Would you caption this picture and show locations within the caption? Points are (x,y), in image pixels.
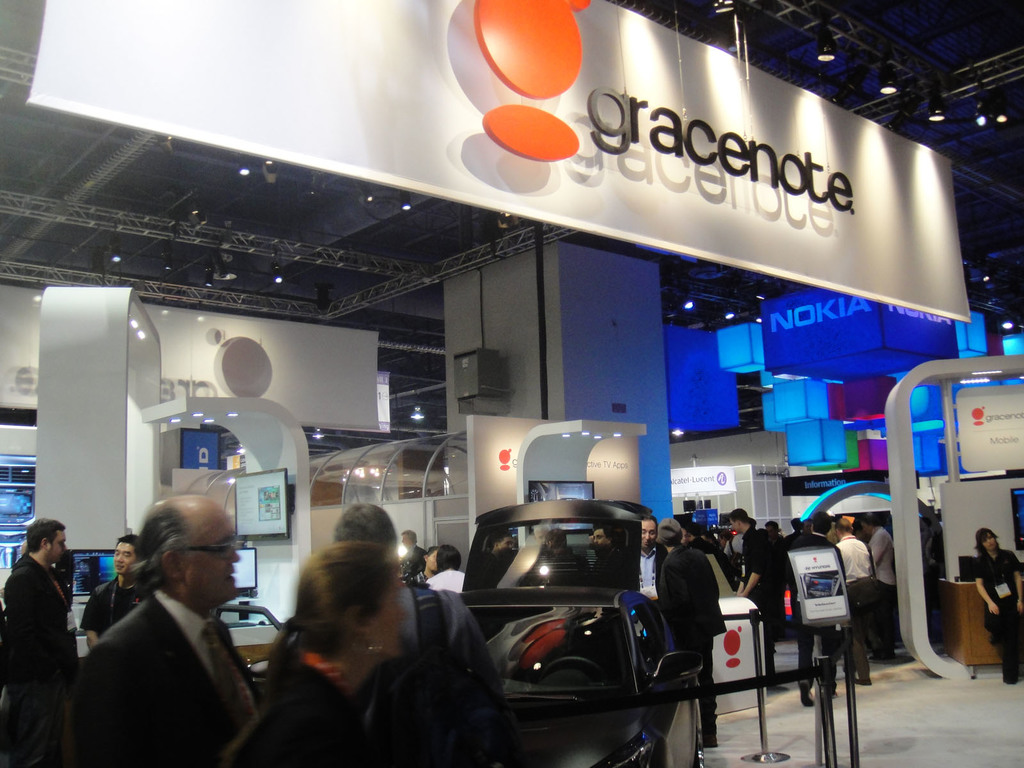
In the foreground (214,645), I can see a group of people (680,629), tables (737,645), boards (322,343), fence (719,685), metal objects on the floor (918,736). In the background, I can see lights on a rooftop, PC screens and metal objects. This image taken, maybe in a hall (509,416).
